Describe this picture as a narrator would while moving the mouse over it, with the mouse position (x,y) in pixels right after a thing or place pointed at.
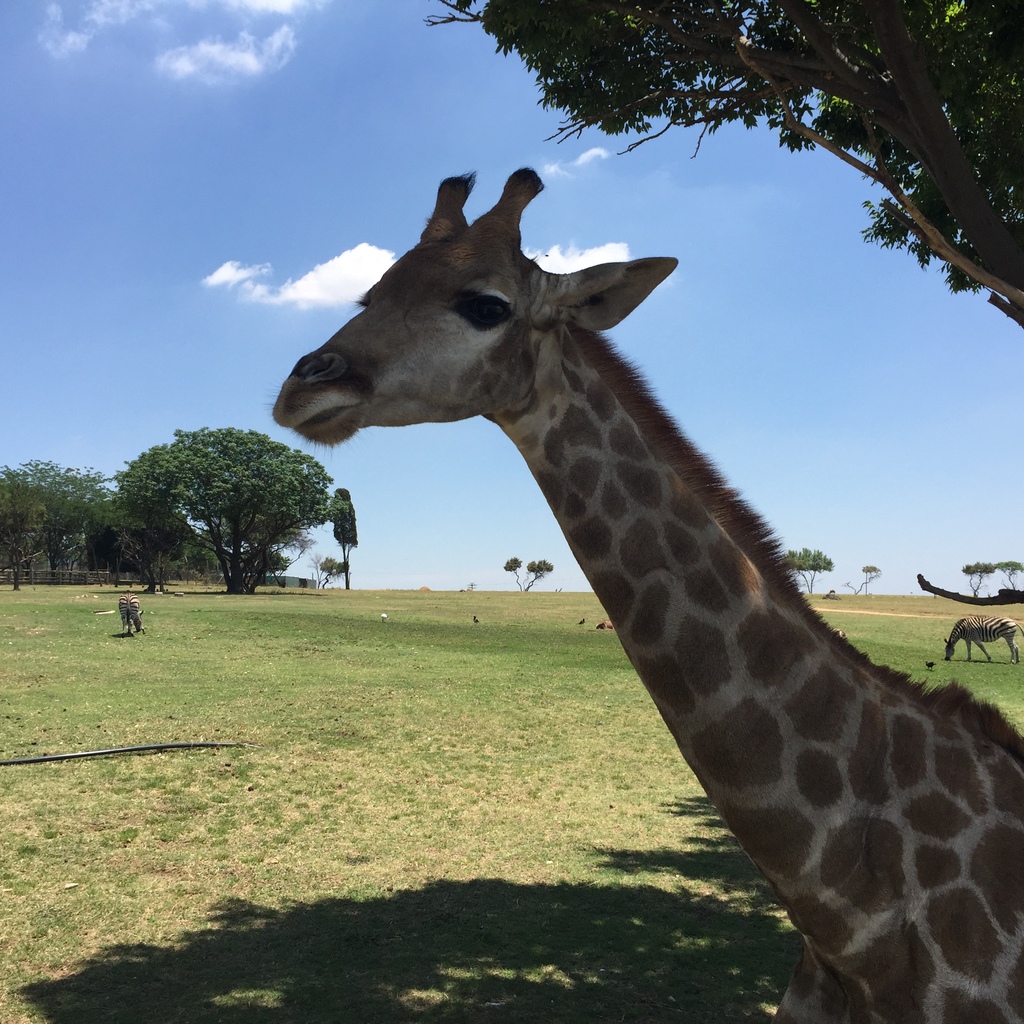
In this image we can see the giraffe (468,369) and there are few animals (1015,629) in the background (962,629). We can see some trees (995,69) and grass (543,750) on the ground (904,632) and at the top (244,187) we can see the sky (401,164) with clouds (195,50).
